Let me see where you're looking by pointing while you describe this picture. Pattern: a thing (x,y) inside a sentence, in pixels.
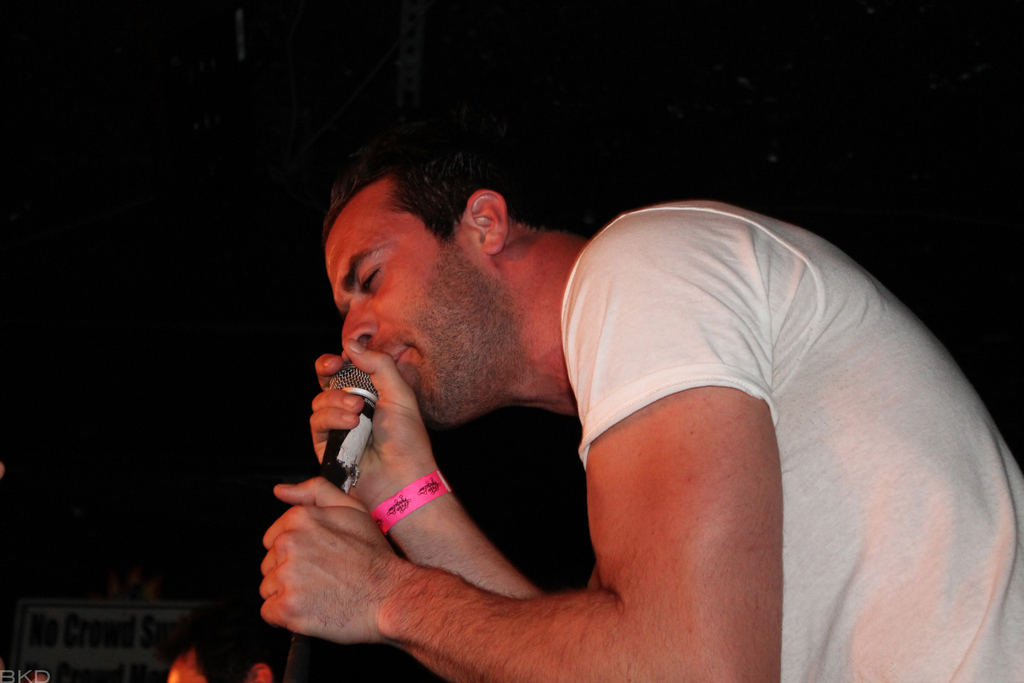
In this image we can see a man (722,591). He is wearing a white T-shirt (836,489) and holding a mic (350,456) in his hand (317,448). The background (58,466) is dark. We can see a banner (104,649) and one more person (229,660) in the left bottom of the image (201,663).
